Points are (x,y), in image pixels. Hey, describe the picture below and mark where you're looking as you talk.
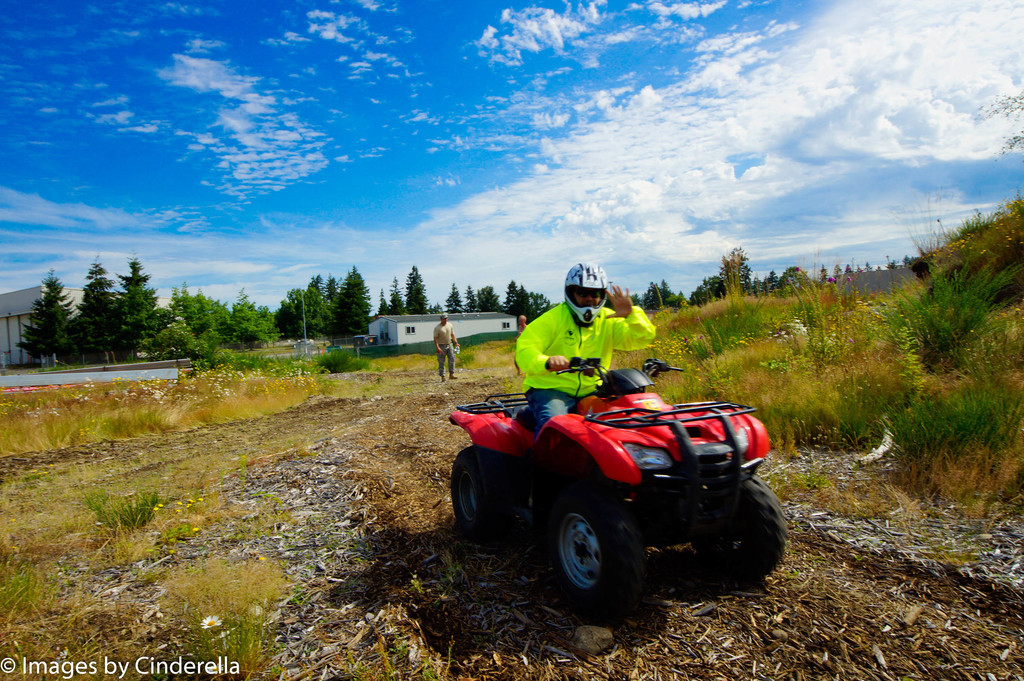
In this image I can see a man (540,424) is sitting on a vehicle (582,443) and wearing a helmet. In the background (427,320) I can see buildings (402,332), trees (180,351), the grass (280,397) and the sky (273,171).
